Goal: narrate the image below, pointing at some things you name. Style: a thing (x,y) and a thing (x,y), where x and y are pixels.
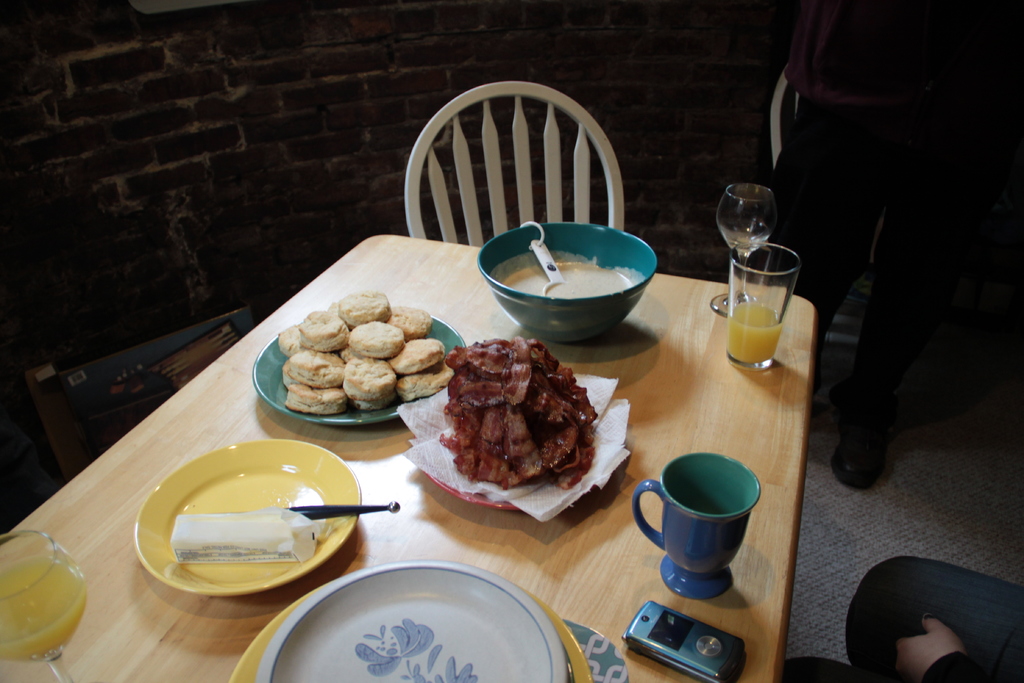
In this image, we can see some food items (537,364) on the plate (309,466). Here we can see cup (700,482), glasses (743,246), juice (10,615) and bowl (570,302). Here there is a mobile (696,645). All these items (696,645) are on the wooden table (619,581). Here there is a chair (576,166). Two people (821,239) we can see here. Background (681,92) there is a brick wall (688,132), wooden object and some items (181,337).
